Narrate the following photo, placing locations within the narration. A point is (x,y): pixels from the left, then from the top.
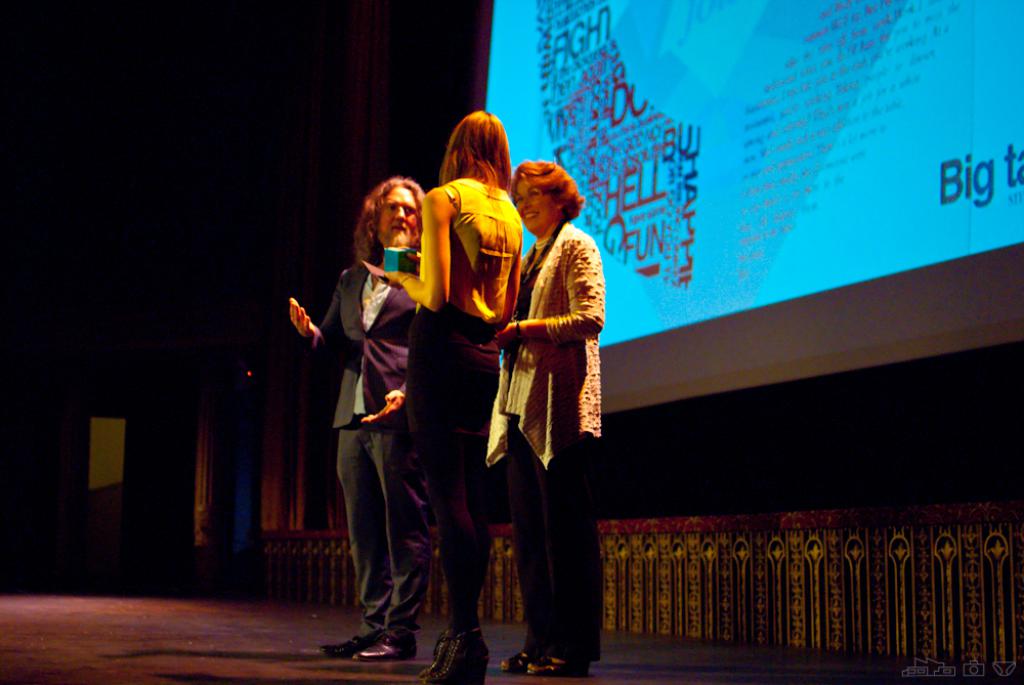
This is an image clicked in the dark. Here I can see three persons (405,336) standing on the stage (392,671) facing each other. On the right side (794,173) there is a screen (869,182) on which I can see the text (628,181). The background (76,228) is dark.
